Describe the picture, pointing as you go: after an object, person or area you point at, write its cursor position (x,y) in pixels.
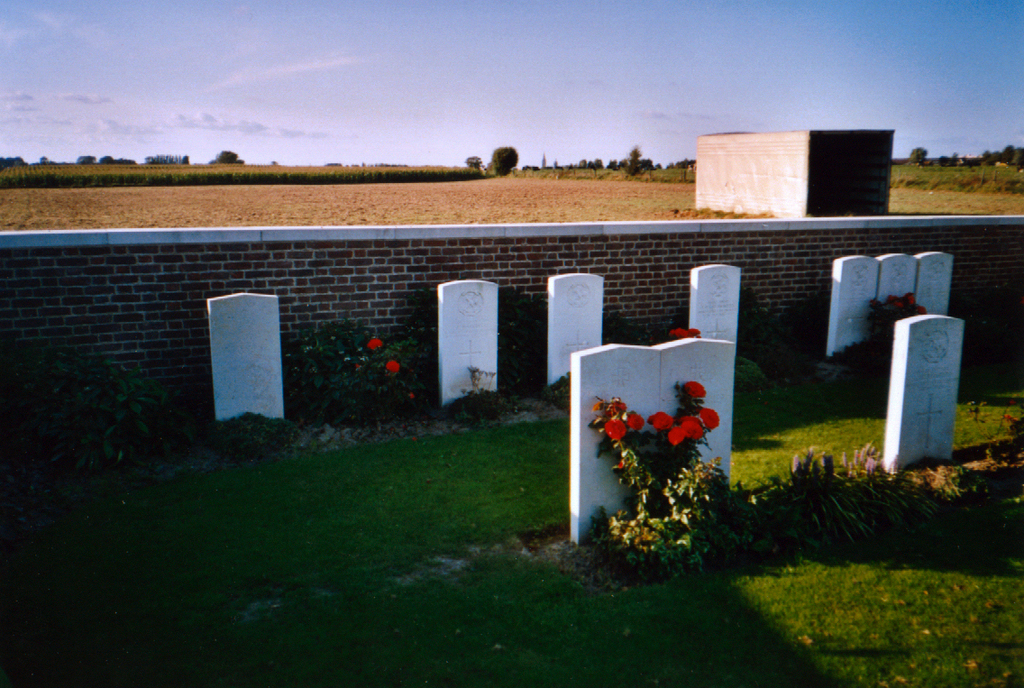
In the center of the image (440,454) we can see the graveyard (451,484). At the bottom (544,582) we can see a grass (384,666). In the background (116,282) there is a wall (746,252), building (740,197), land (447,197), plants (372,168), trees (215,164), sky (282,110) and cloud (226,121).
